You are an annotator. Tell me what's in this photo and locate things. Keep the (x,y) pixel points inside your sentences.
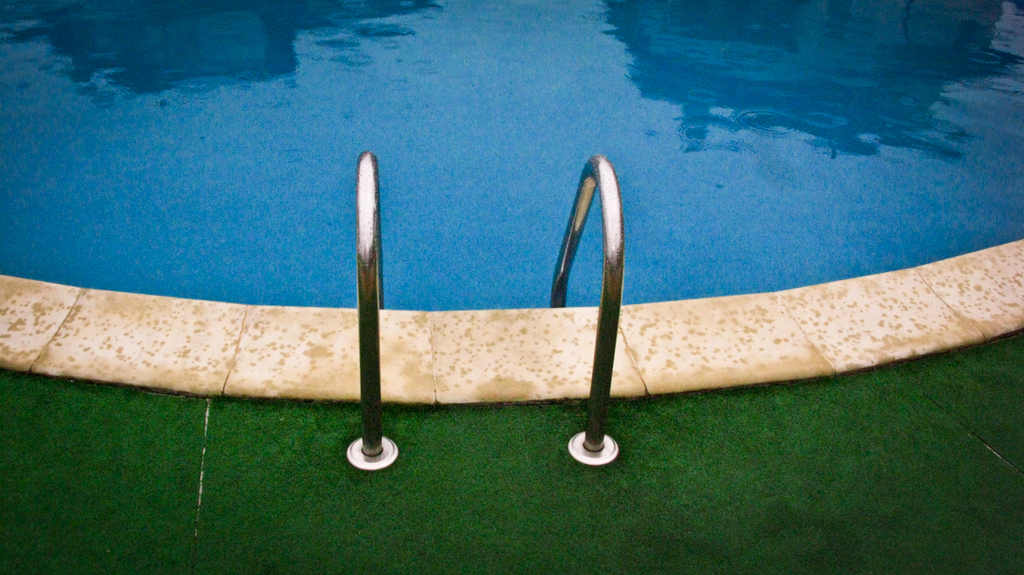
In this picture we can observe a swimming pool (364,127). There are two railings (367,332). We can observe a grass mat (315,484) here.
